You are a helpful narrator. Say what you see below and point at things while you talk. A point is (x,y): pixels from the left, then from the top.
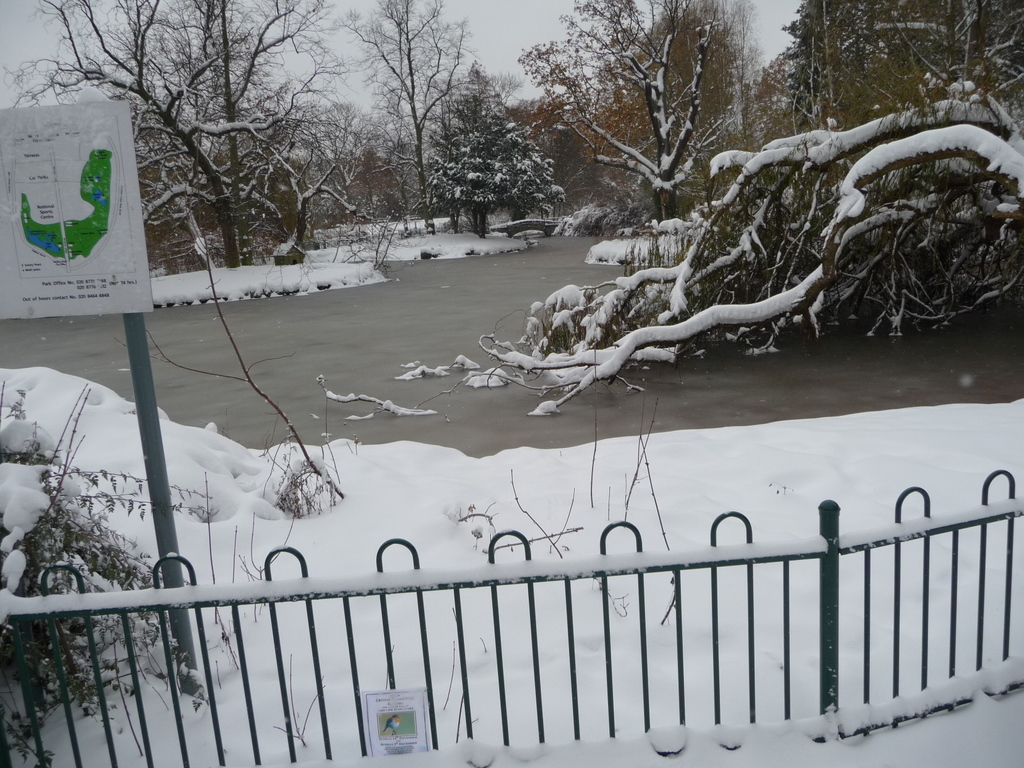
In this image I can see the railing (715,670), some snow (709,503), the water (456,440), a board (127,269) to the metal pole (165,545) and few trees (590,170). In the background (298,81) I can see the sky (333,65).
